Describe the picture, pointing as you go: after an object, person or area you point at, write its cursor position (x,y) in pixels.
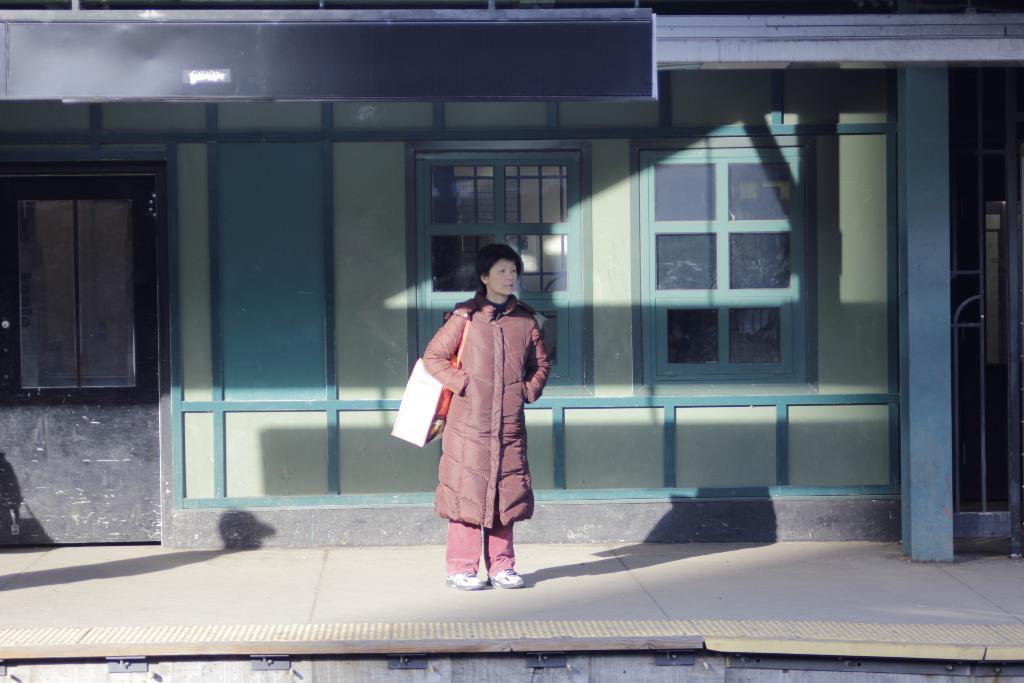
In the middle of the image (472,352) there is a person (471,431) wearing a jacket (477,443), a bag (427,421) and standing on the floor (410,622). In the background (437,237) there are two windows (517,248) and a door (86,359) to the wall (352,273). On the right side (925,233) there is a pillar (946,341).
